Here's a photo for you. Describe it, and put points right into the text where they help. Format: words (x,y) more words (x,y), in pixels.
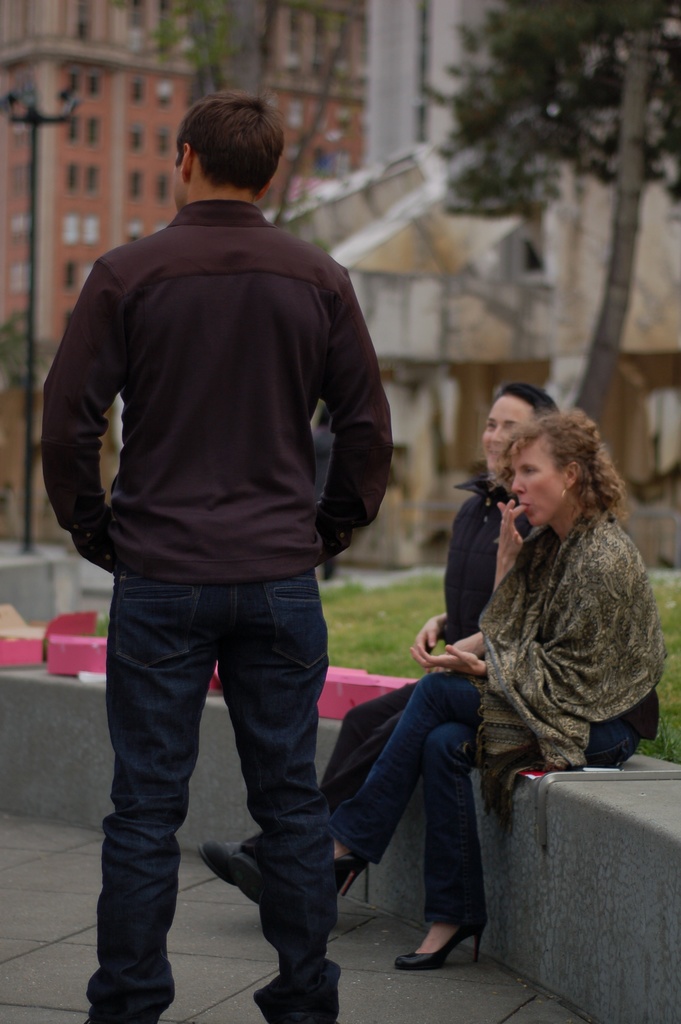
In this image in the foreground (210,513) there is one man (210,444) who is standing, and on the right side (486,607) there are two women (498,592) who are sitting. And in the background (492,168) there are some houses (108,29), trees (461,131) and a pole (32,319) at the bottom (35,886) there is a walkway (46,886). And in the center (338,636) there is some grass (442,596) and some boxes (10,621).
